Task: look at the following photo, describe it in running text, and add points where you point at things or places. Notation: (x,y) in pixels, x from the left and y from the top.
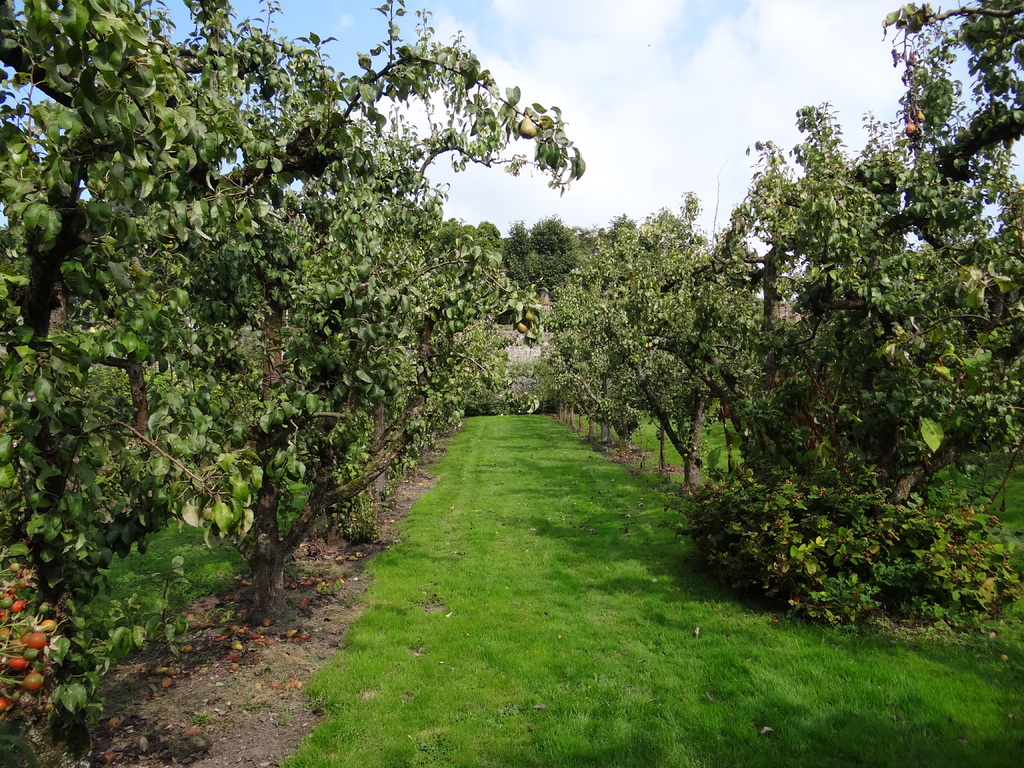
As we can see in the image there is grass (463,446), trees (408,332) and in the background (514,358) there is a building (517,342). At the top (695,56) there is sky (695,56).
